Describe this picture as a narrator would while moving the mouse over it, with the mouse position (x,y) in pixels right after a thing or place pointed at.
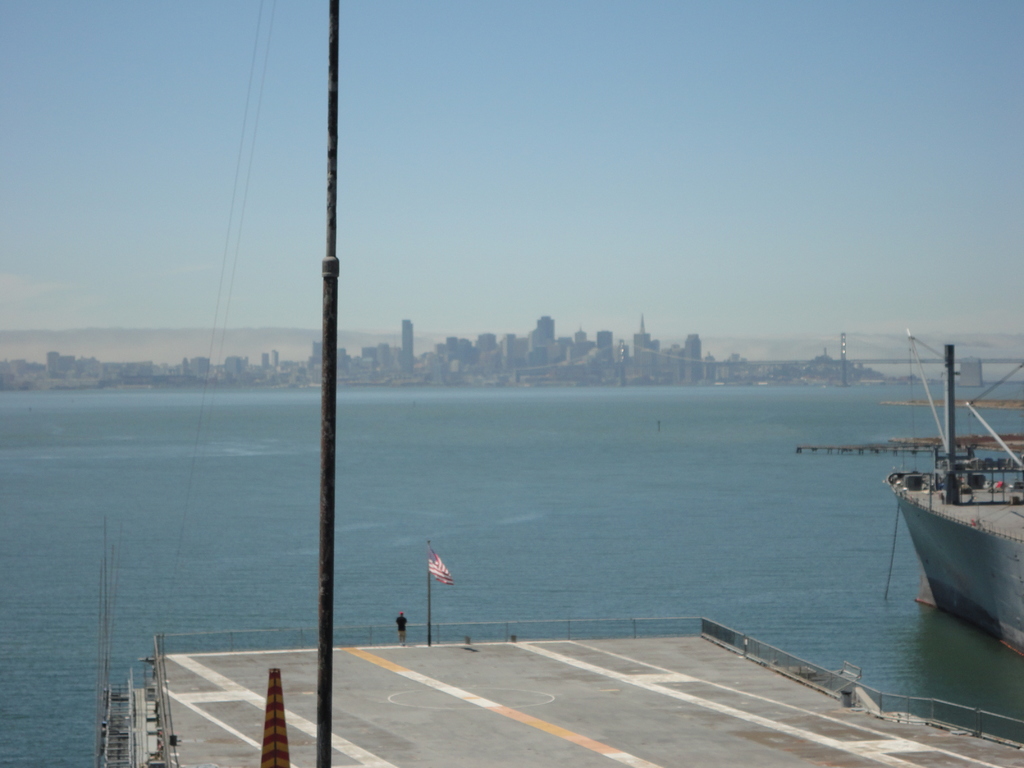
In this image we can see a person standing on a runway (744,723) beside to him there is a flag (439,575) placed on the pole (427,631). In the background (152,598) we can see a ship (993,573) on the water (955,621), group of buildings (46,374) and sky (651,279).
